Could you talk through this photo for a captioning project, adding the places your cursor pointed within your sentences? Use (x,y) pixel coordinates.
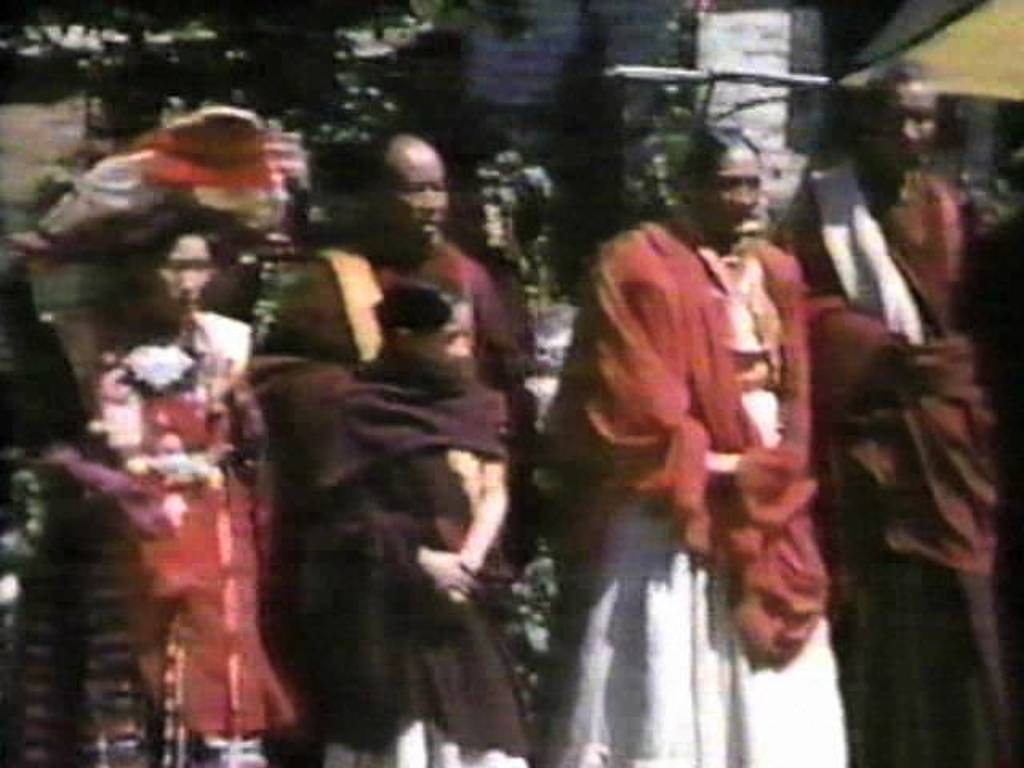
In this picture there are group of people (698,381). At the back (314,75) there is a building (778,44) and there are trees (558,194).
